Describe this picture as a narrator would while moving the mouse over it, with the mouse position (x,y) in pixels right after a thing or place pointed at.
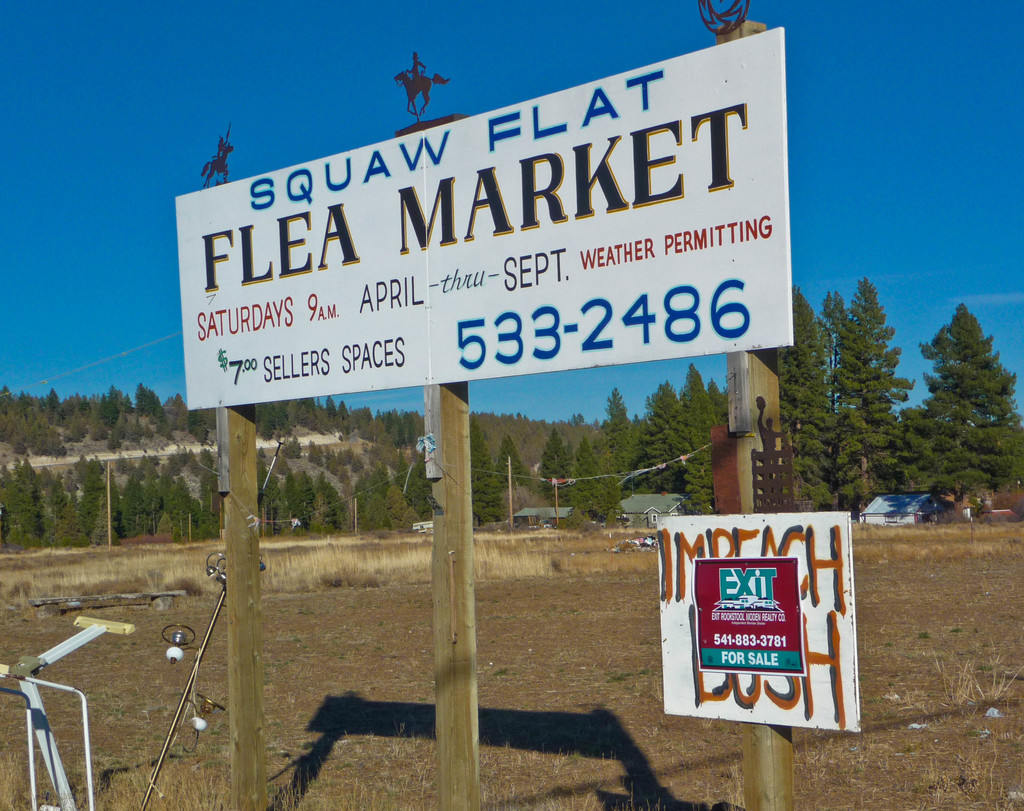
This is an outside view. In the foreground (437,541), I can see a white color board (649,163) which is attached to three poles (452,685). On the board (426,214) I can see some text (506,314). Along with this there is another small board (722,637). In the background (601,426), I can see many trees (885,411) and two houses (893,504). At the top of the image (943,128) I can see the sky (943,128).
